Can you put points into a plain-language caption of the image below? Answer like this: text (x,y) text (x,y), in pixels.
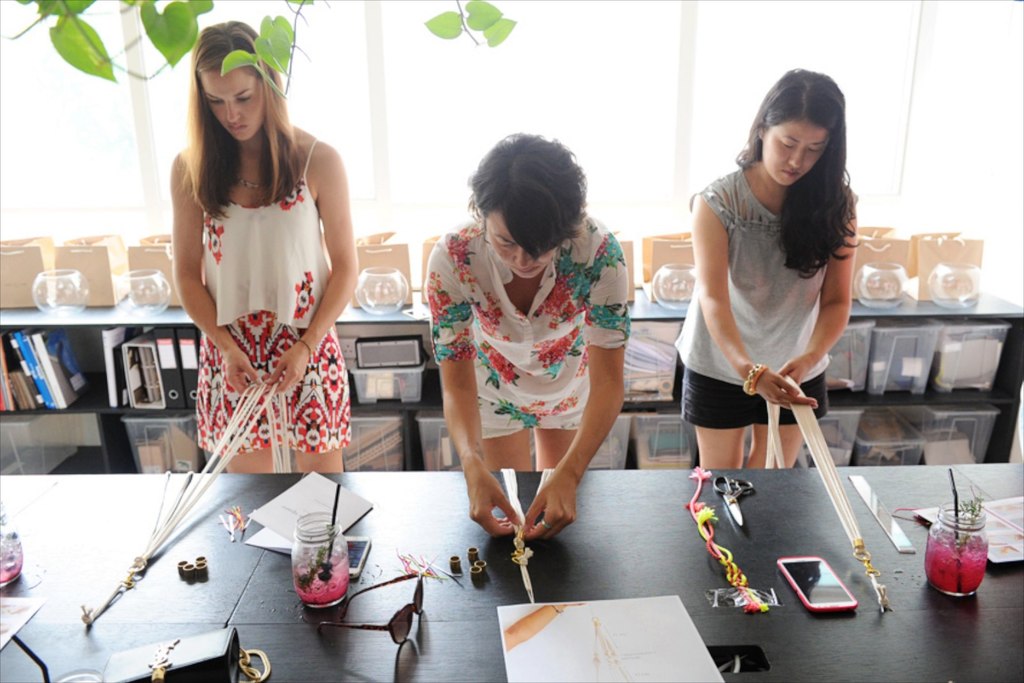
In this image there are three women (564,271) standing. They are holding the threads (800,410) which are tied to the hook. Bottom of the image (535,598) there is a table (460,610) having goggles (416,583), mobile phone (813,571), jars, bag (250,650) and few objects (720,551). Behind the women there is a rack (408,428) having files (132,379), baskets (408,389), bowls (883,270) and bags (900,262). Background (568,45) there is a wall (470,152). Left top there are creeper plants (291,42).
